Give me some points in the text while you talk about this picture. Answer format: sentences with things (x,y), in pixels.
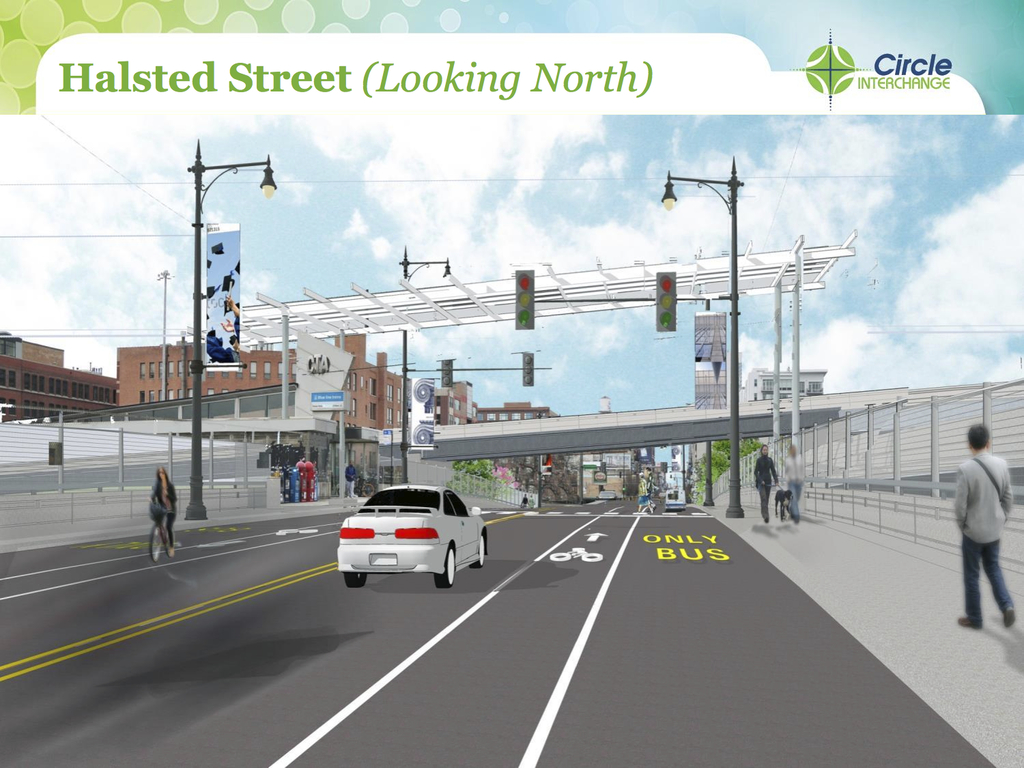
In this image we can see a car (461,510) on the road (397,663) and there are people (996,543). On the left (159,515) there is a person (168,525) riding a bicycle (165,537). In the background (118,310) there are buildings (272,411), poles (419,261), boards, trees (745,455) and sky (451,199). We can see wires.
